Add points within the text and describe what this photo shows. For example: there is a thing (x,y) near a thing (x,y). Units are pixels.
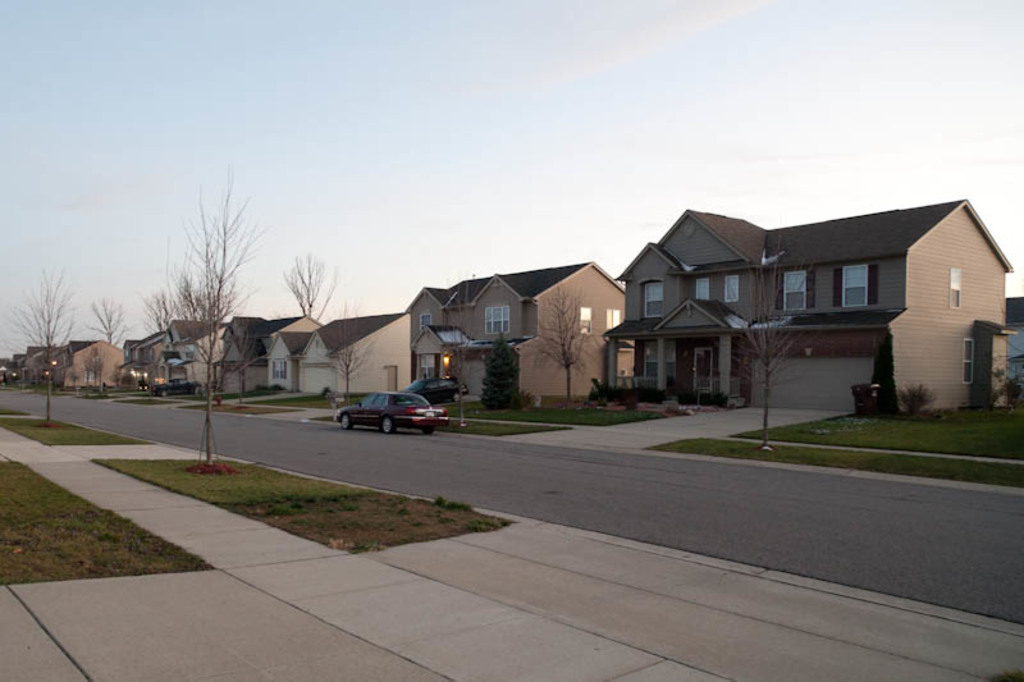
In the picture there is a road (339,457) and beside the road (250,432) there are many houses (629,277), there are few vehicles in front of the houses (304,318), on the left side (206,438) there are two trees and on the right side (742,328) also there are few trees (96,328).
